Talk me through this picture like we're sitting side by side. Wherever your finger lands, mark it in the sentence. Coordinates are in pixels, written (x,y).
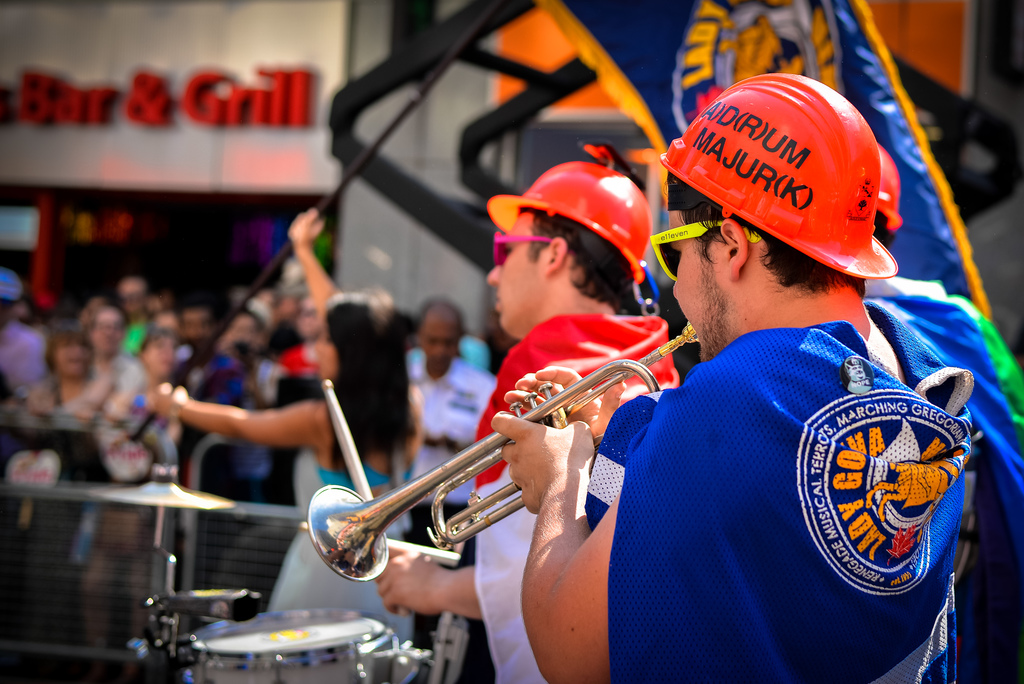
In this image we can see few people (664,566) playing musical instruments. A person (350,376) is holding a flag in the image. There are many people (159,366) in the image. There is a store (239,213) in the image. We can see some text (66,110) on the wall (223,174) at the left side of the image (169,105).
